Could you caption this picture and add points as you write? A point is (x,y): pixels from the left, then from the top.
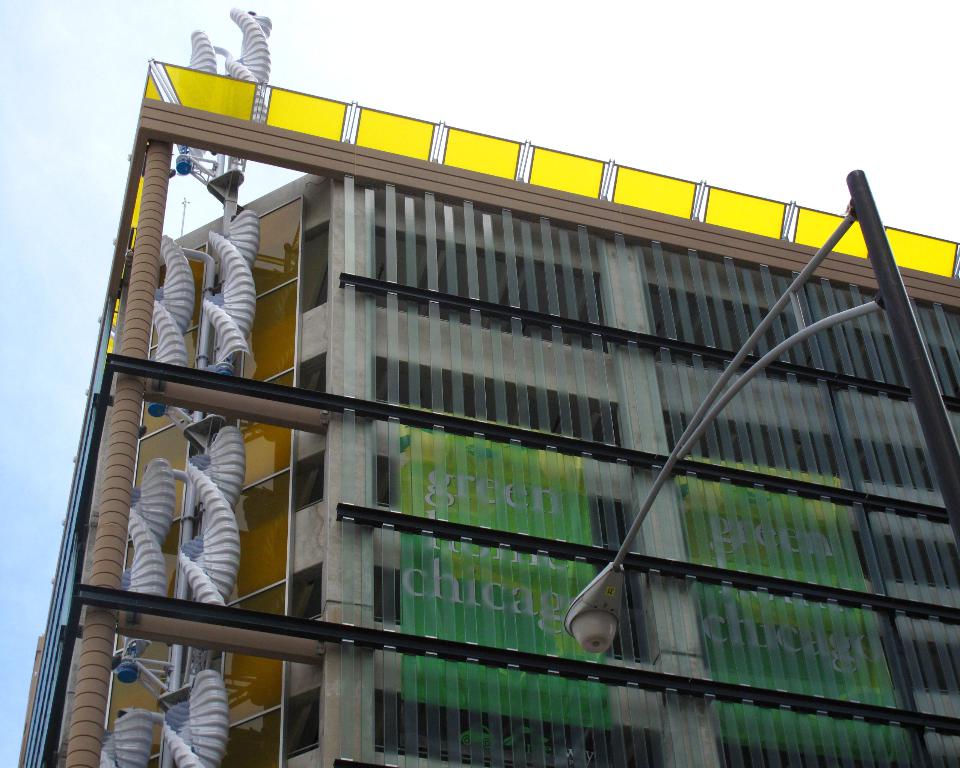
In this picture we can see building (476,449), light pole (599,607) and pipes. In the background of the image (615,107) we can see the sky (624,101).
